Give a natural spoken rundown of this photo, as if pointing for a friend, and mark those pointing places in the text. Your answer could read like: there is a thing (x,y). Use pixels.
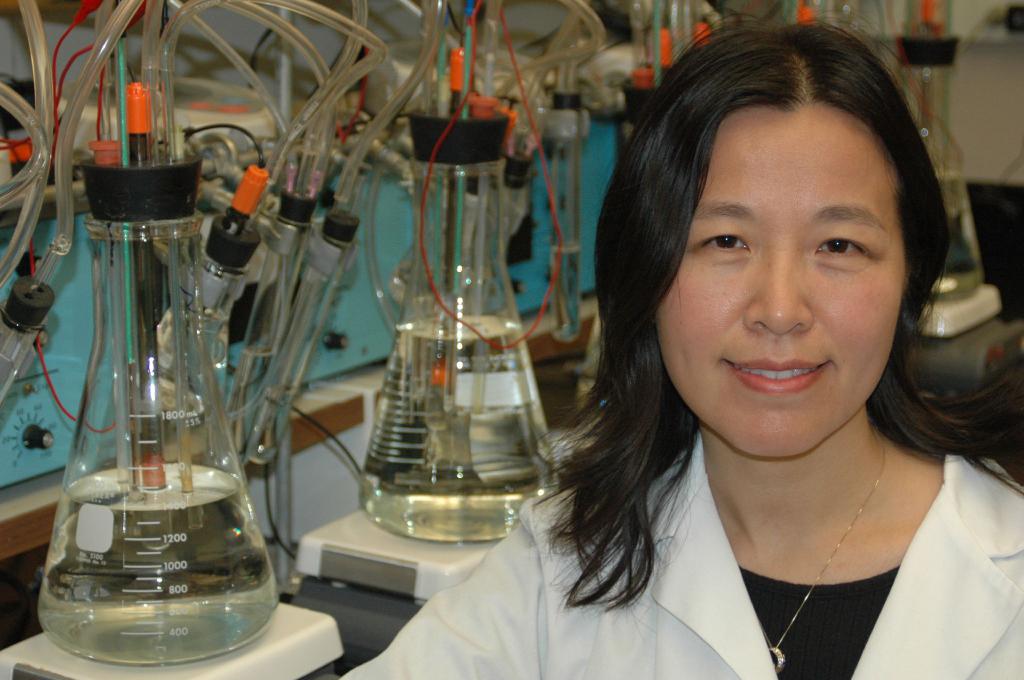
In this image I can see a woman (671,408) and I can also see smile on her face (833,413). I can see she is wearing black and white colour dresses (795,601). In the background (274,274) I can see number of pipes (159,49) and few glasses (435,327). I can also see something is written over here.
